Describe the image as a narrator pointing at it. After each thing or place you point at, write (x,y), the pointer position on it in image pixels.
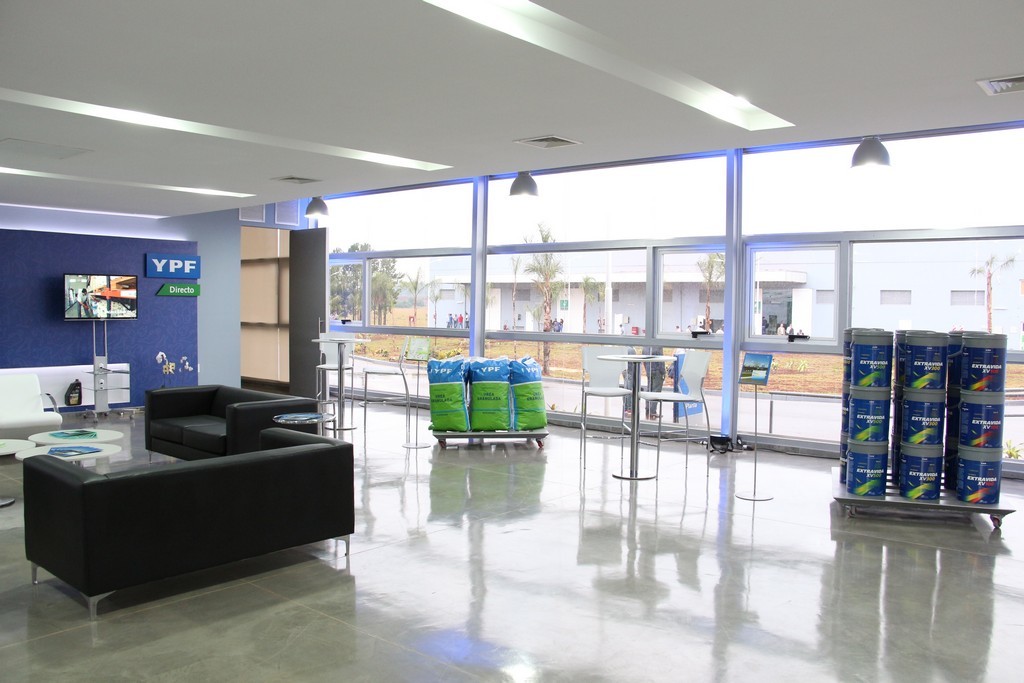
This picture describes about interior of the room (523,468), in this we can see couple of bags (481,410), bottles (857,407), sofas (140,500), tables (101,432), lights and a television (109,298), in the background (443,321) we can see couple of buildings (536,321), trees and few persons (453,322).
